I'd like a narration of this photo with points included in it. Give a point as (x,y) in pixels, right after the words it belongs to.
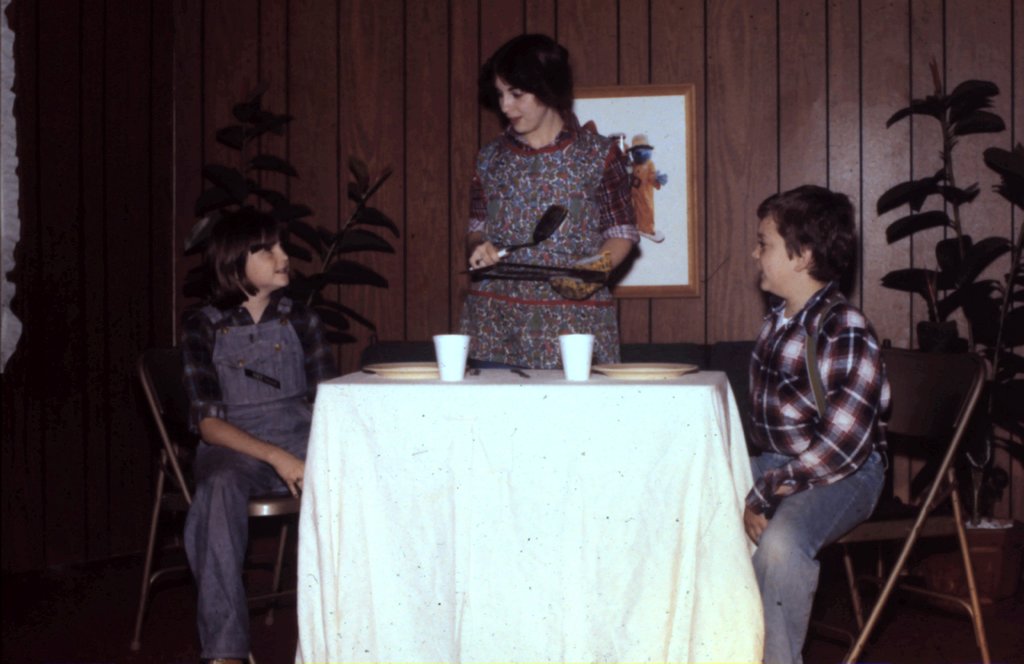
The picture is taken in a closed room (434,320) in which one table (655,517) is present and on the table (480,373) there are glasses (441,373) and plates (639,366). In the centre of the picture (508,292) one woman (582,128) is standing with a plate (526,278) and spoon (542,226) in her hands (482,254) and behind them there is a wooden wall (679,62) and a photo (690,292) on it. Coming to the right corner of the picture (770,278) one boy (856,410) is sitting on the chair (931,422) and a plant (926,277) behind him where at the left corner of the picture (244,442) one girl (233,368) is sitting on the chair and a plant (242,195) behind her.
